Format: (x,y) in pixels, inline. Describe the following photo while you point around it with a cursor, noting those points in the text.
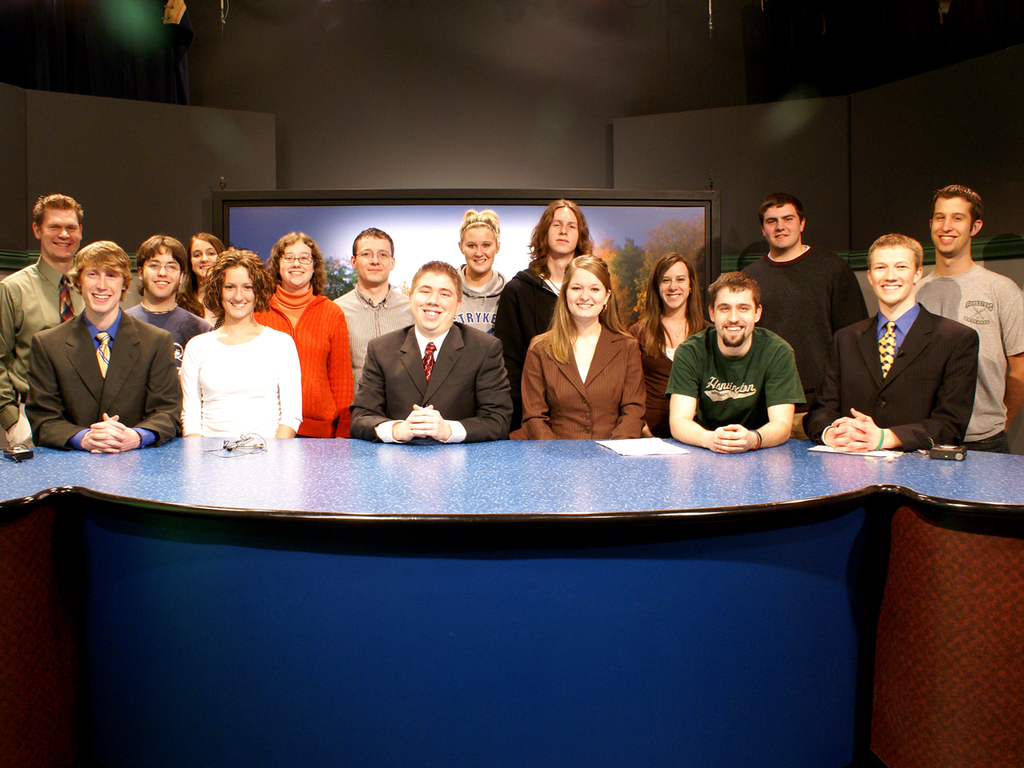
This image is clicked in a room (527,571), there is a table (419,464) in the middle of the image (467,496) which is of blue color and there are so many people (627,393) standing near the table (651,462), behind them there is a screen (630,277) which has trees (641,289) in that there is a light (144,36) in the top left corner (184,9), there are women (279,289) and man (487,349) standing near the table (603,447), there is a paper (645,451) on the table (659,456).
